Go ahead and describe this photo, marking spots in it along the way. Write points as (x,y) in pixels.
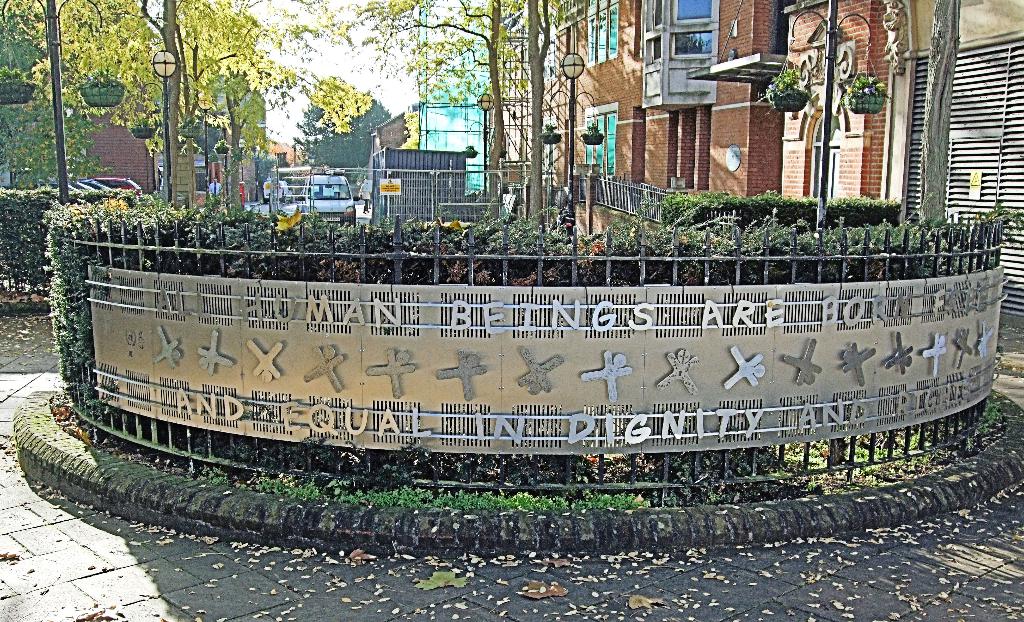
This picture is clicked outside. In the center (601,319) we can see the metal fence (687,336) and we can see the plants (213,451) and we can see the text (965,298) and sculptures (530,361) attached to the fence (310,295). In the background (398,138) we can see the trees (14,16), poles (206,156), vehicles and buildings (796,120) and we can see the baskets (860,91) hanging on the poles (832,32) and we can see many other objects (246,195).
